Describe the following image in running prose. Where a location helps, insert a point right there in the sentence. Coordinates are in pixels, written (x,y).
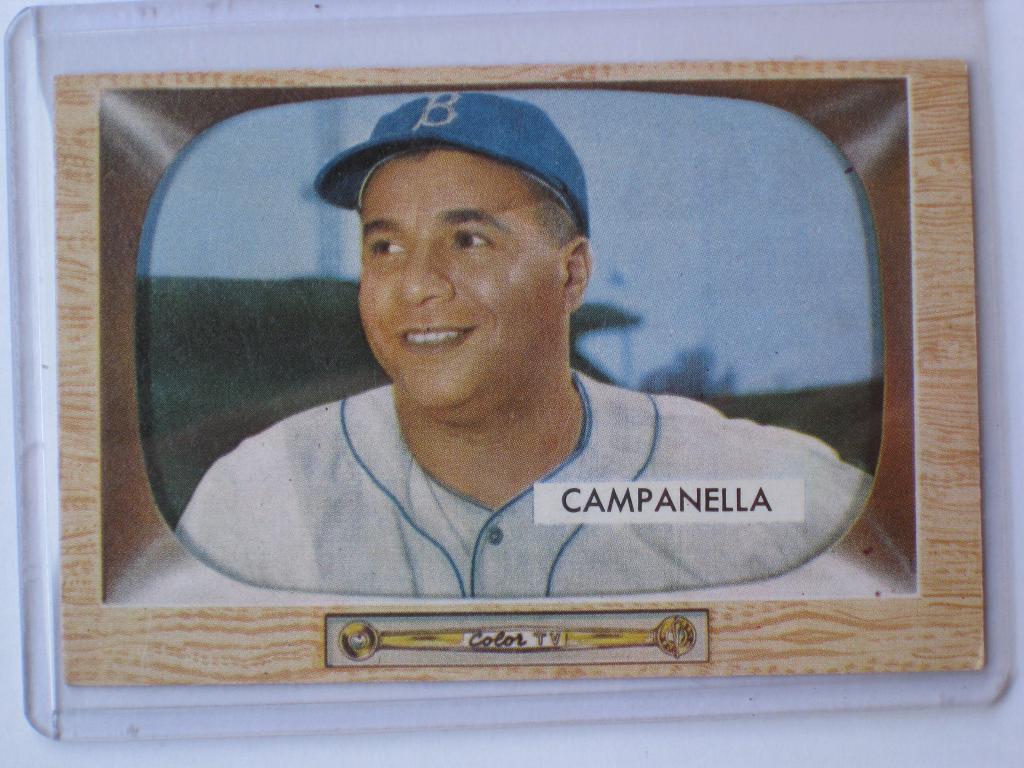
In this image I can see a person (324,427) wearing white shirt (324,477) and blue cap (489,104). In front (196,664) I can see a frame (147,83) in brown color, background (845,263) I can see trees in green color and the sky (697,257) is in light blue color.
